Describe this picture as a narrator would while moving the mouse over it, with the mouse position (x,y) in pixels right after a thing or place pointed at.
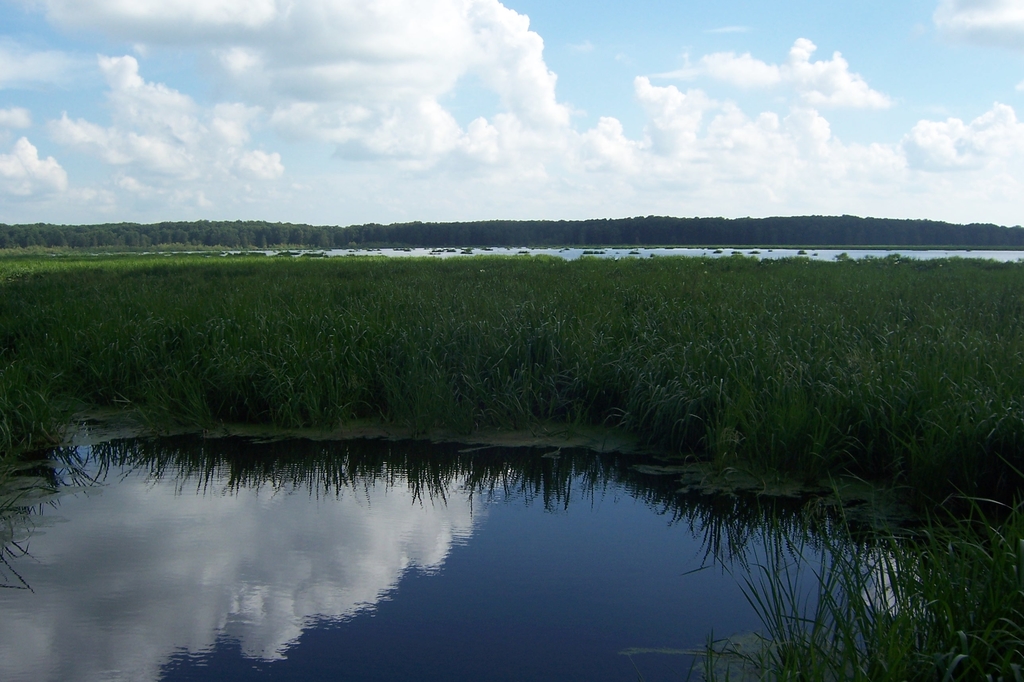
In this picture I can see water (605,506). I can see green grass (668,393). I can see trees (607,224) in the background (677,233). I can see clouds (689,136) in the sky (418,143).
